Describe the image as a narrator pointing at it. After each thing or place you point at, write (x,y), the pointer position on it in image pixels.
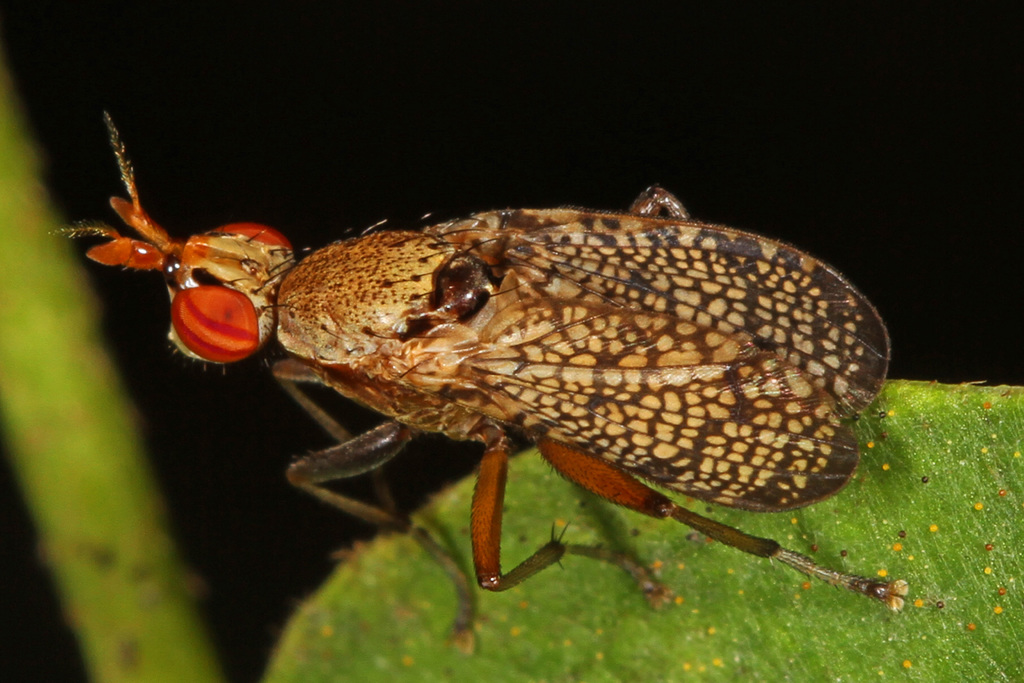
In this image I can see a insect (707,375) on the green leaf (828,542). Insect (638,305) is in orange, brown and cream color. Background (442,22) is in black color.
